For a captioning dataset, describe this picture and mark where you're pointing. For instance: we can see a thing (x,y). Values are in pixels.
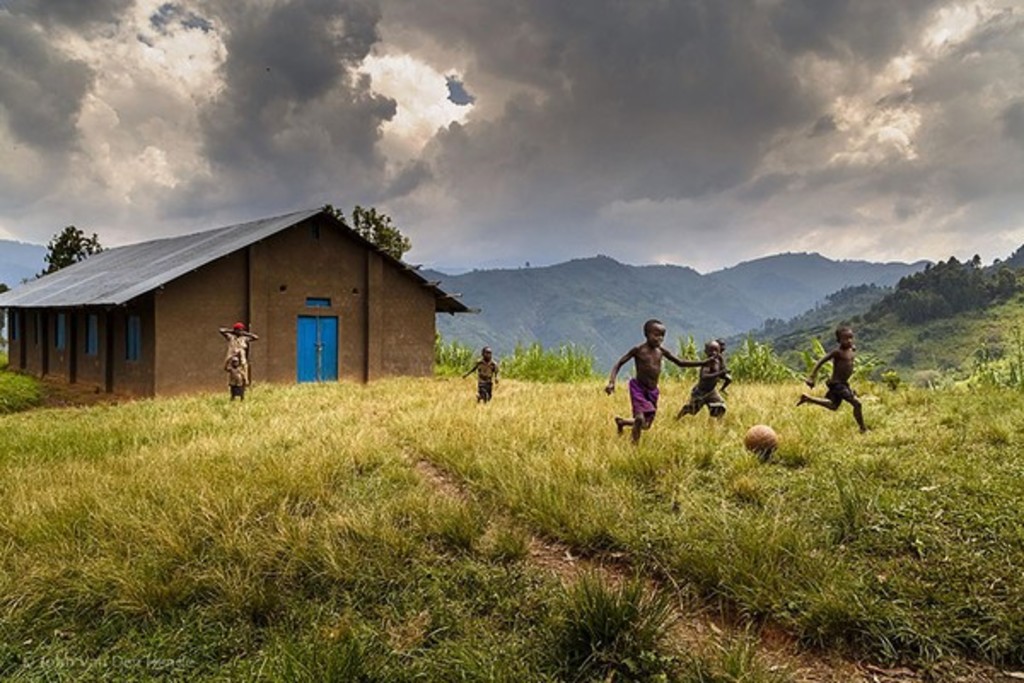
In this image there is the sky (348,138) towards the top of the image (630,155), there are clouds (661,98) in the sky (458,72), there are mountains (544,273), there are trees (922,291), there is a house (276,228), there is a door (318,343), there are windows (135,344), there is a grass (585,469) towards the bottom of the image (105,553), there are boys (622,360) running, there is a boy (242,386) standing, there is a girl (237,351) standing.
